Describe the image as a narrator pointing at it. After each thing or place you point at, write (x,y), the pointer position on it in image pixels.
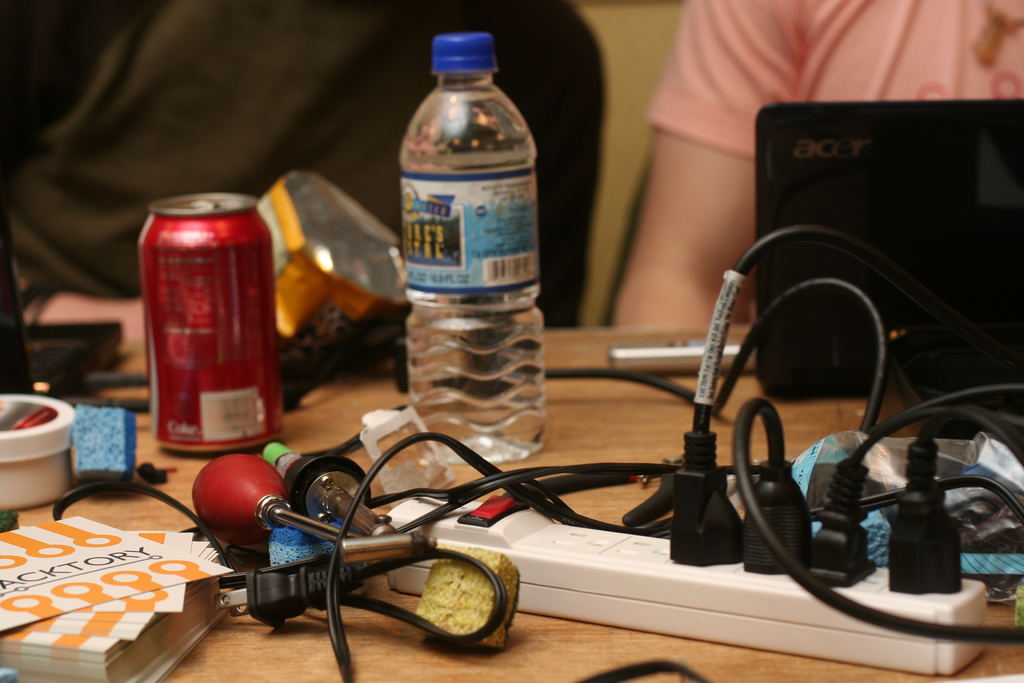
This Picture describe that two persons (754,76) are sitting on the chair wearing pink color t-shirt (802,65) and dark green. In front (581,651) a wooden table (593,656) on which acer laptop (828,320), water bottle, coke can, white extension box (408,515) with some cables (447,633) and pamphlets (57,572).
